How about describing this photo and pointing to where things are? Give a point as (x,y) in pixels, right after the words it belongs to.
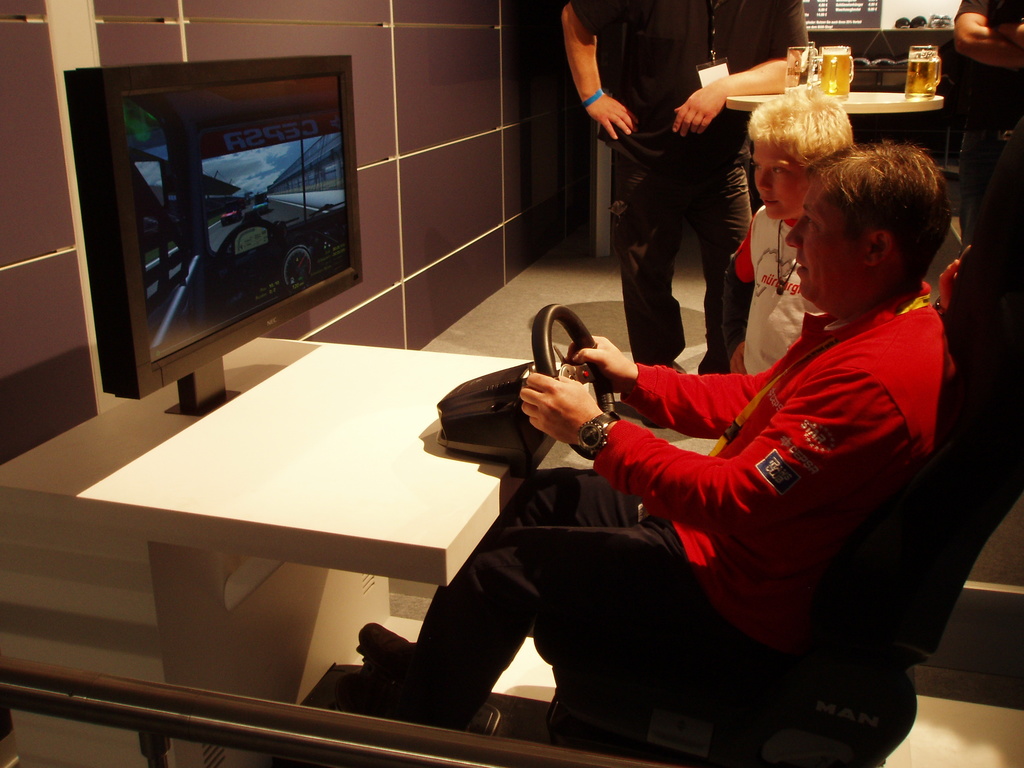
In this image I can see a person (681,578) sitting and holding a steering (608,403). The person (752,427) is wearing red shirt (752,427), black color pant (626,555), in front I can see a screen (206,343). Background (765,36) I can see few persons (791,114), few glasses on the table (869,102) and the wall (449,73) is in brown color.
